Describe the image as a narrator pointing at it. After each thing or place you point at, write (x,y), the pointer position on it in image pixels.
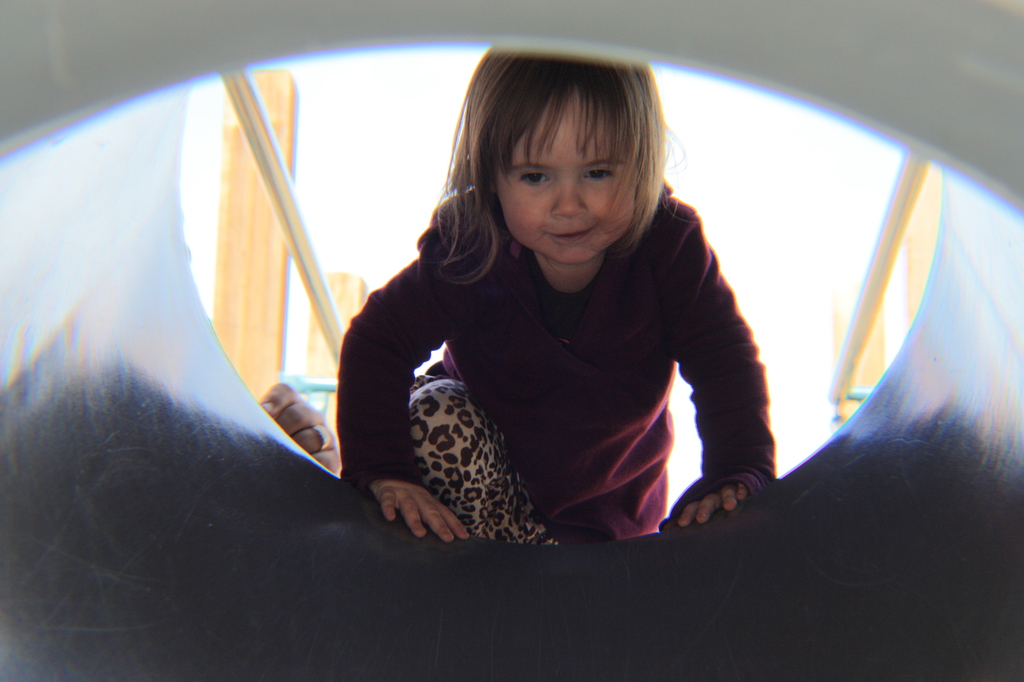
In this image we can see a kid (501,187) entering into a tunnel like structure (342,637). In the background (299,214) we can see a ring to person's finger (312,438), poles (282,214) and other objects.
